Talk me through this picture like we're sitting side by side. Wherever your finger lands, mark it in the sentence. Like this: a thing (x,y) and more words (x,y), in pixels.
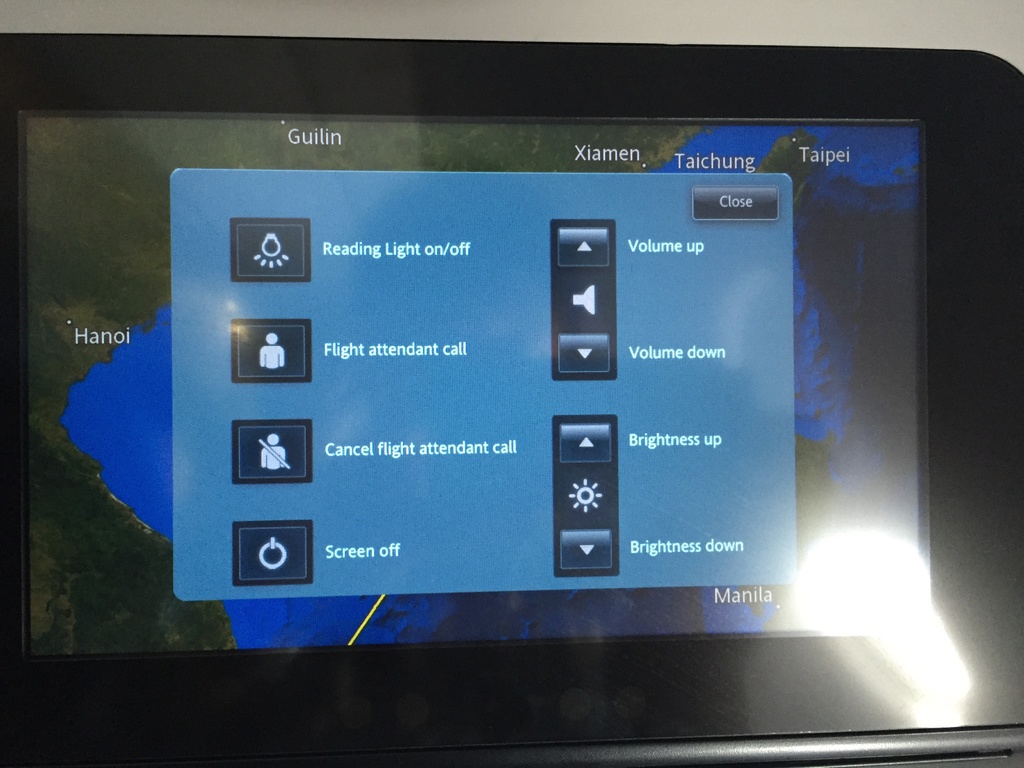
There is a black color tab (266,79) having a screen (51,257) in which there is a menu (764,523). On the right side (914,599) bottom corner, there is a flash light (809,594). And the background (54,10) is white in color.
